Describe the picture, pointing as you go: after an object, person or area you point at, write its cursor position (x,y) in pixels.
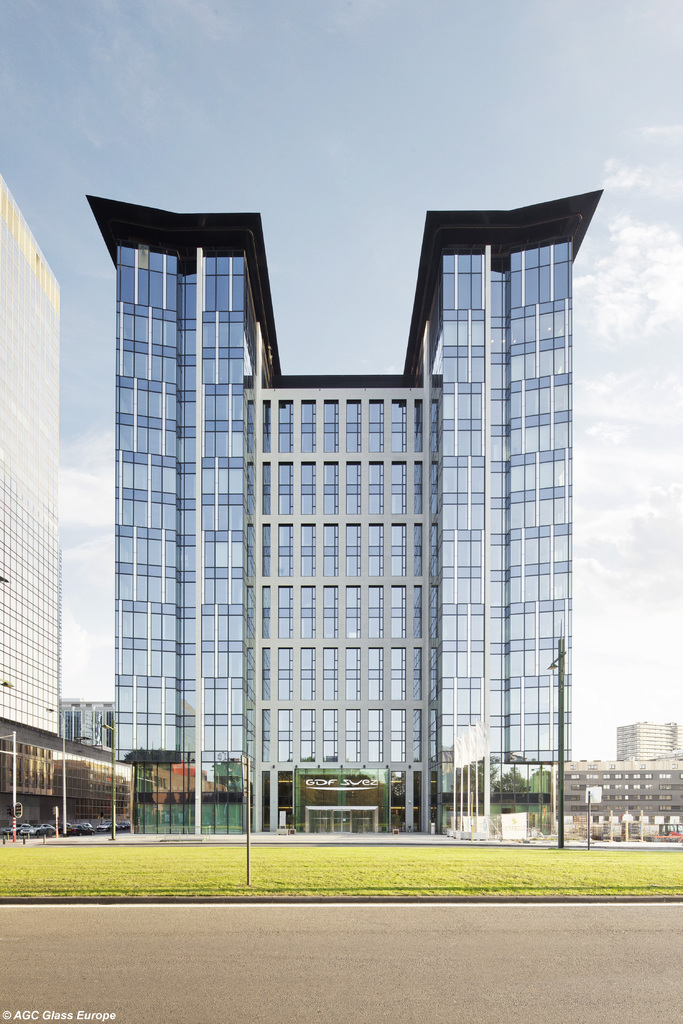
This is an outside view. At the bottom (211,981) there is a road (115,981). Beside the road (483,909), I can see the grass (261,867) and there are some poles (247,789). In the background (192,768) there are few buildings (324,588). At the top of the image (387,112) I can see the sky (428,71).
